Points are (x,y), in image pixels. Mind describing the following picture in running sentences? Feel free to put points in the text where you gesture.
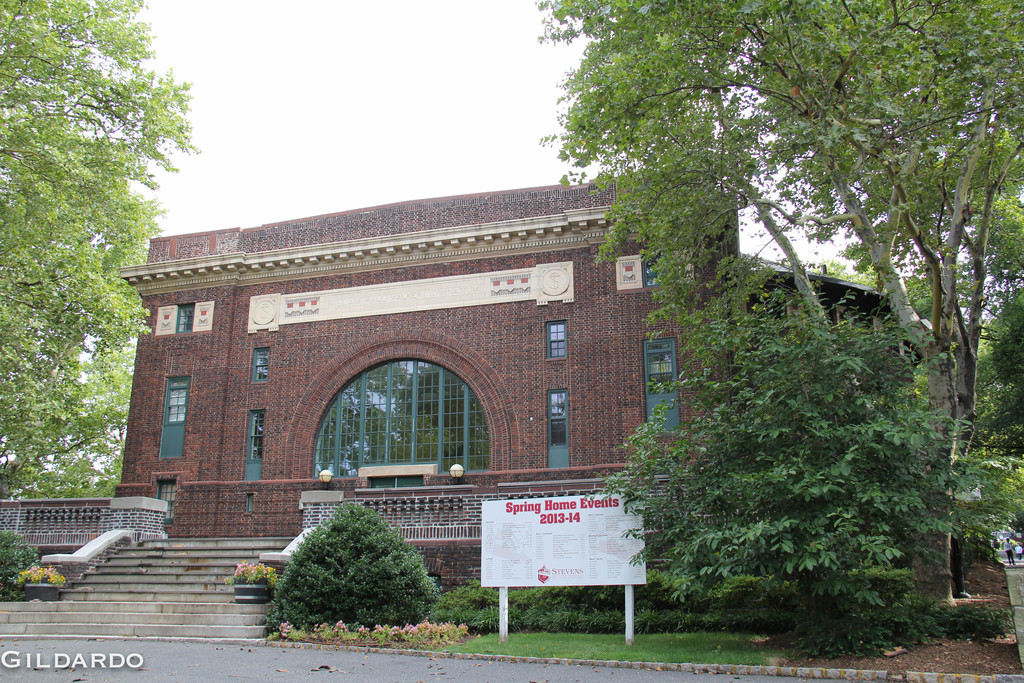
In this picture we can see a road (549,678), beside this road (529,680) we can see a name board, house plants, plants (662,617), trees (673,229), building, people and we can see sky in the background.
